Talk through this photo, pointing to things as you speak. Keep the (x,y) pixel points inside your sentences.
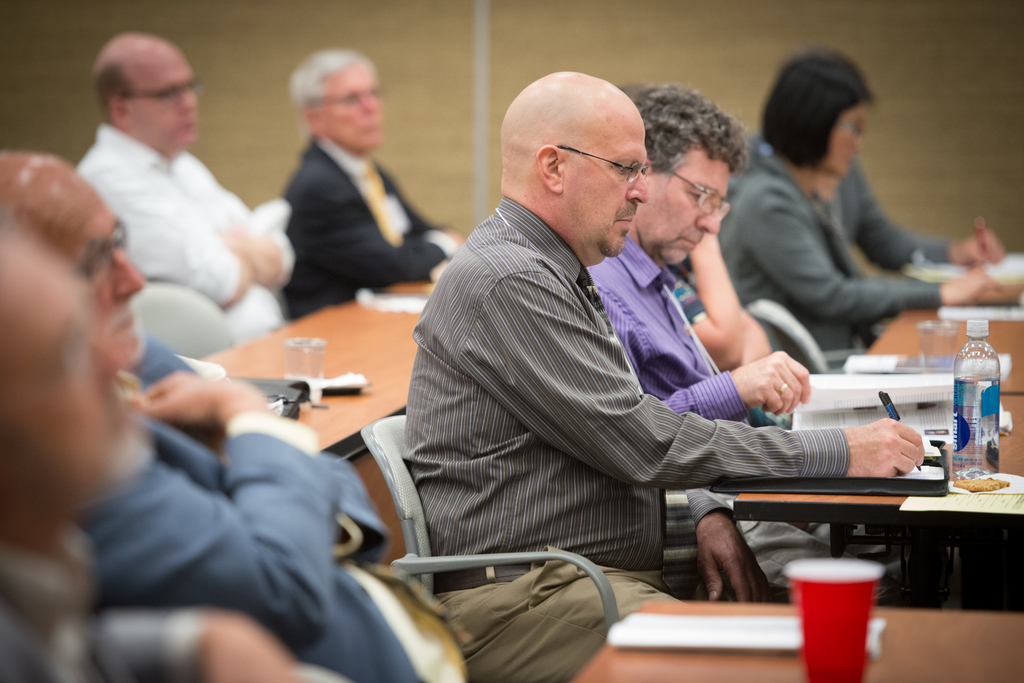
In this image there are group of persons (668,465) who are sitting on the chairs (776,317) and doing some work.
